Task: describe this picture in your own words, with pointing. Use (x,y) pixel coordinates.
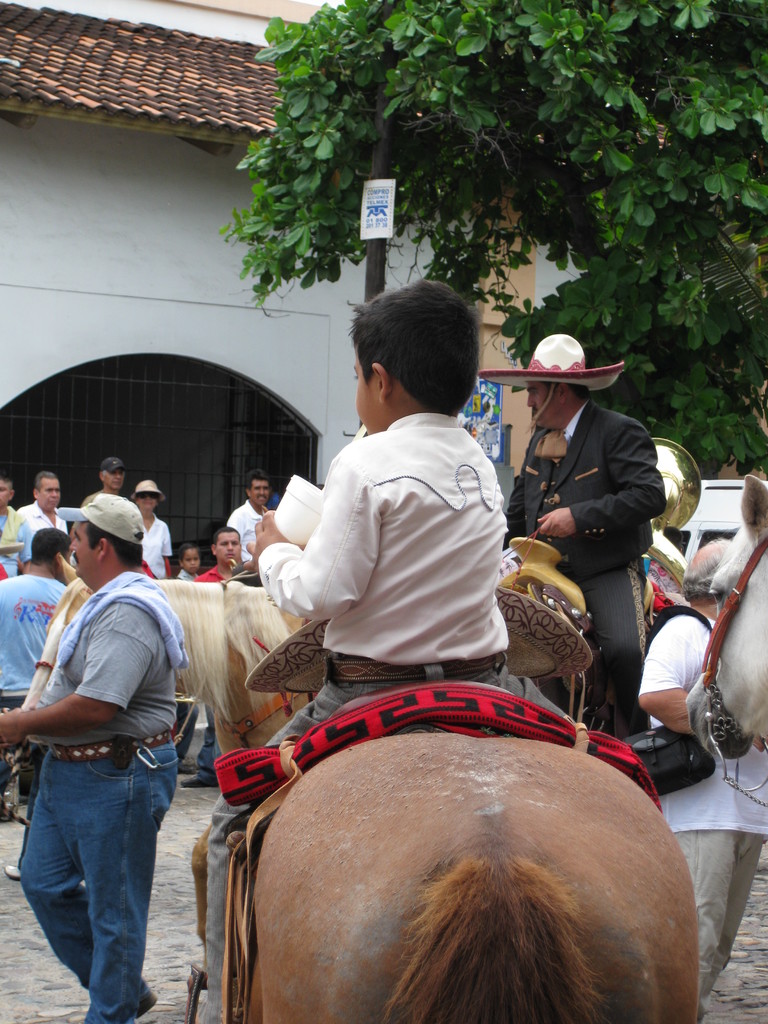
The image is taken on a street (159,1018). There is a boy (422,525) sitting on a horse (489,801). On the left (86,979) there is a man (109,645) walking. In the background (151,528) there are people (235,541), building (166,468) and a tree (692,296).
